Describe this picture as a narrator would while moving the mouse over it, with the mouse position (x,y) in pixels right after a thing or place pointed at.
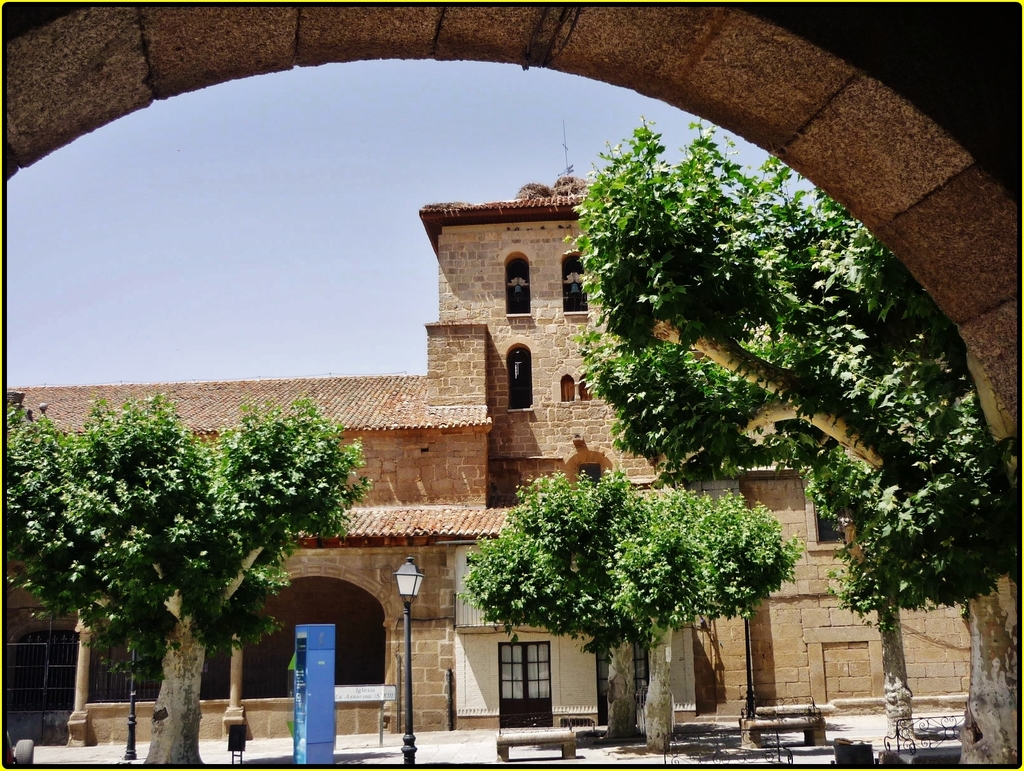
In this image we can see a building (392,451). In front of the building (791,605) we can see trees (667,703), benches (539,734) and a pole (413,748) with a light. In the foreground (71,28) we can see an arch (18,57). Behind the building (510,471) we can see the sky (290,284).
